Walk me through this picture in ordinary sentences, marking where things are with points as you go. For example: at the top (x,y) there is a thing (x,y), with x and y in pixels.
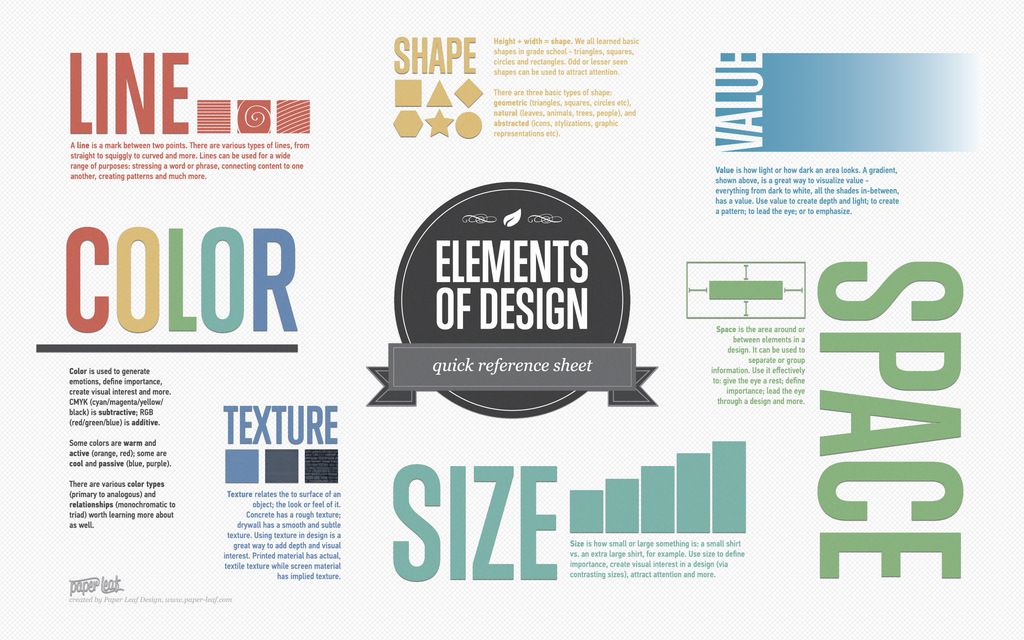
In this image we can see a poster (546,273) with text (174,249), and symbols (622,324) on it.
